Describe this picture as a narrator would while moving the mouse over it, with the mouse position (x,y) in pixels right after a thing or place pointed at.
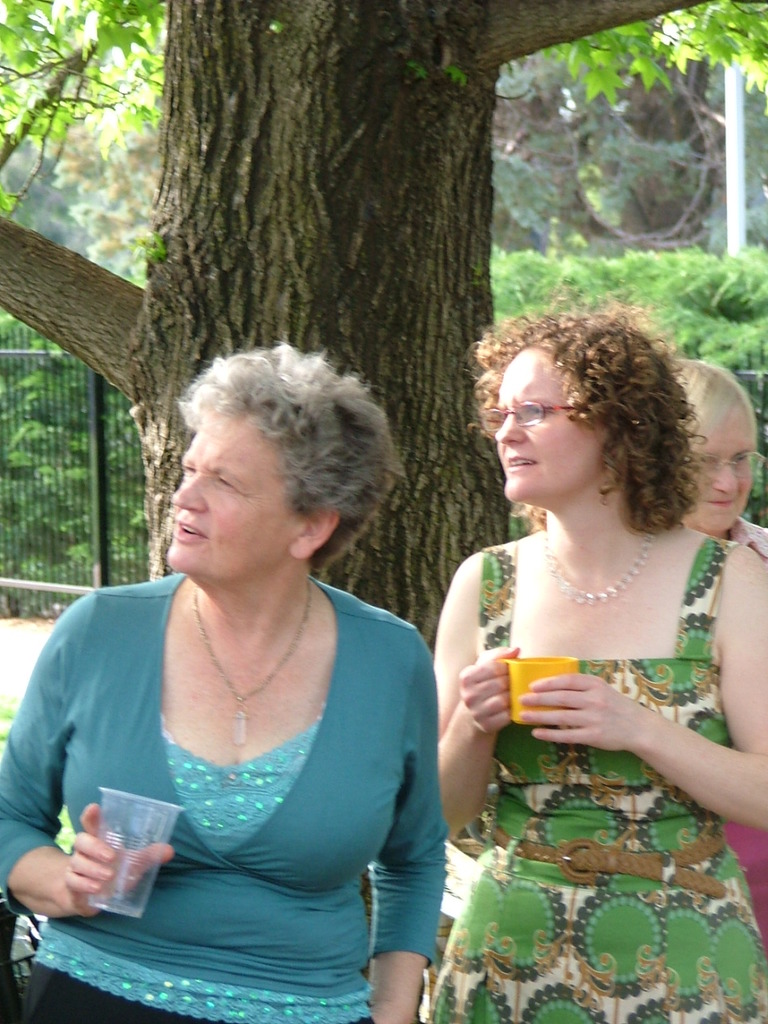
In this image I can see three women (736,748) are standing and in the front (515,558) I can see two of them are wearing necklaces (553,570) and on the right side (569,382) I can see two of them wearing specs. I can also see one is holding a glass (134,839) and one is holding a yellow colour cup (556,664). In the background (716,35) I can see few trees (157,321), plants (38,387) and iron fencing (3,350). On the top right side of this image (737,217) I can see a pole (729,227).
